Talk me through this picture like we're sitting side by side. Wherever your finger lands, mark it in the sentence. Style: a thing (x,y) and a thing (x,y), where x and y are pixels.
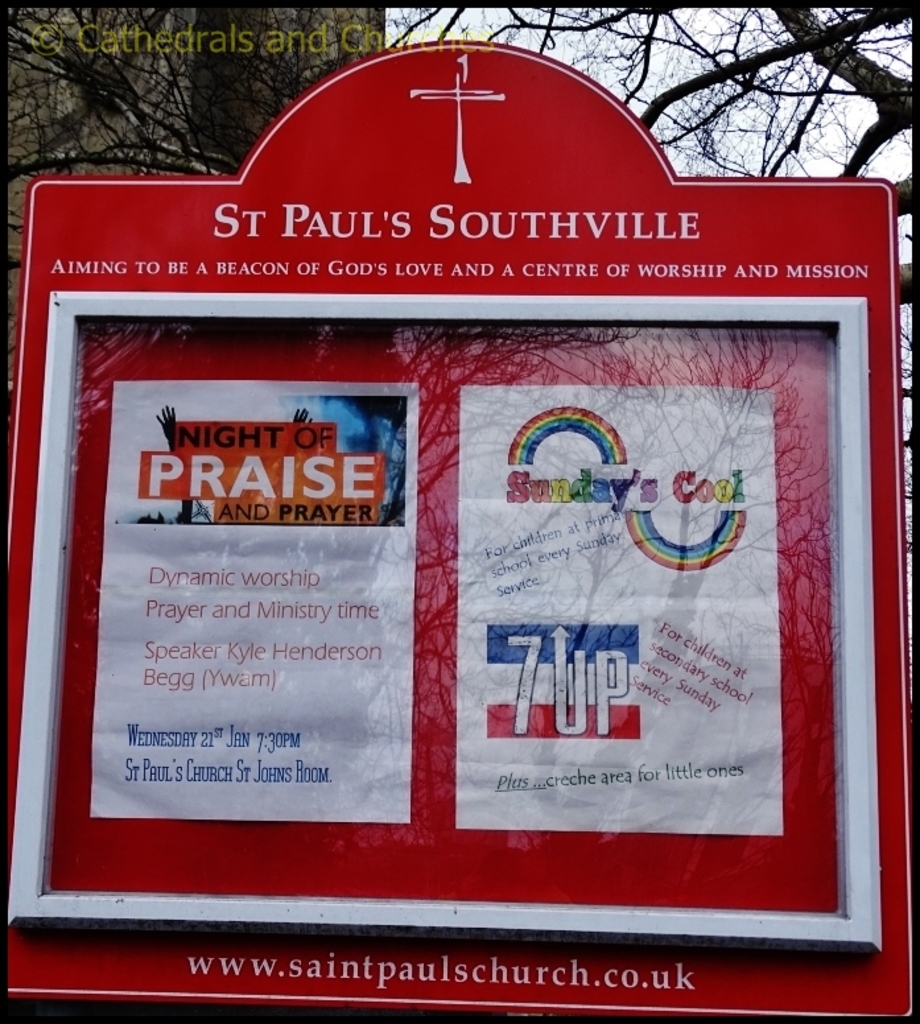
In this image I can see red color board (97,842) which has some papers (205,552) attached to it. In the background (238,125) I can see trees (767,90) and the sky (802,74). Here I can see something written on the board (496,878) and papers (159,538).
